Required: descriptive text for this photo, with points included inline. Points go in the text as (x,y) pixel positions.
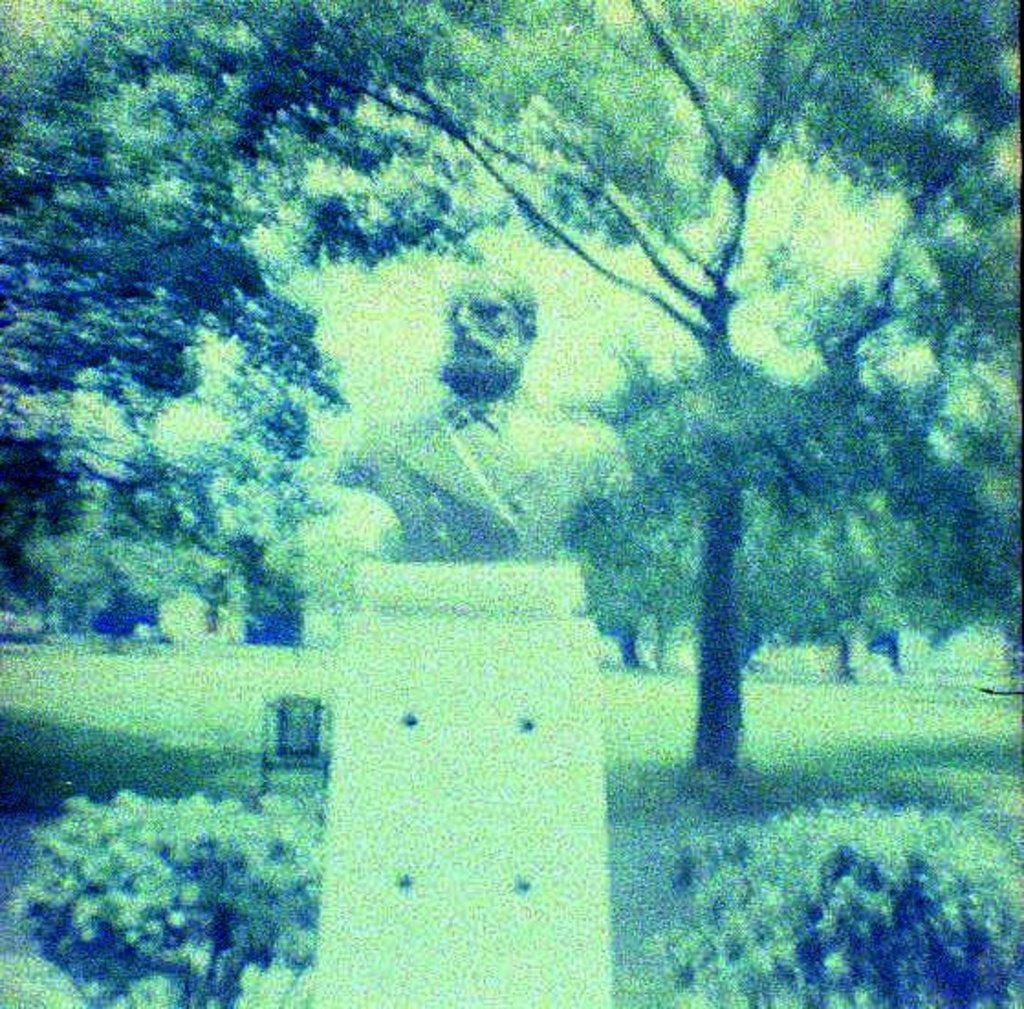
In this image we can see statue (479,439), pedestal (527,820), trees (261,183), sky (756,191), chair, plants (209,846) and ground (833,699).
